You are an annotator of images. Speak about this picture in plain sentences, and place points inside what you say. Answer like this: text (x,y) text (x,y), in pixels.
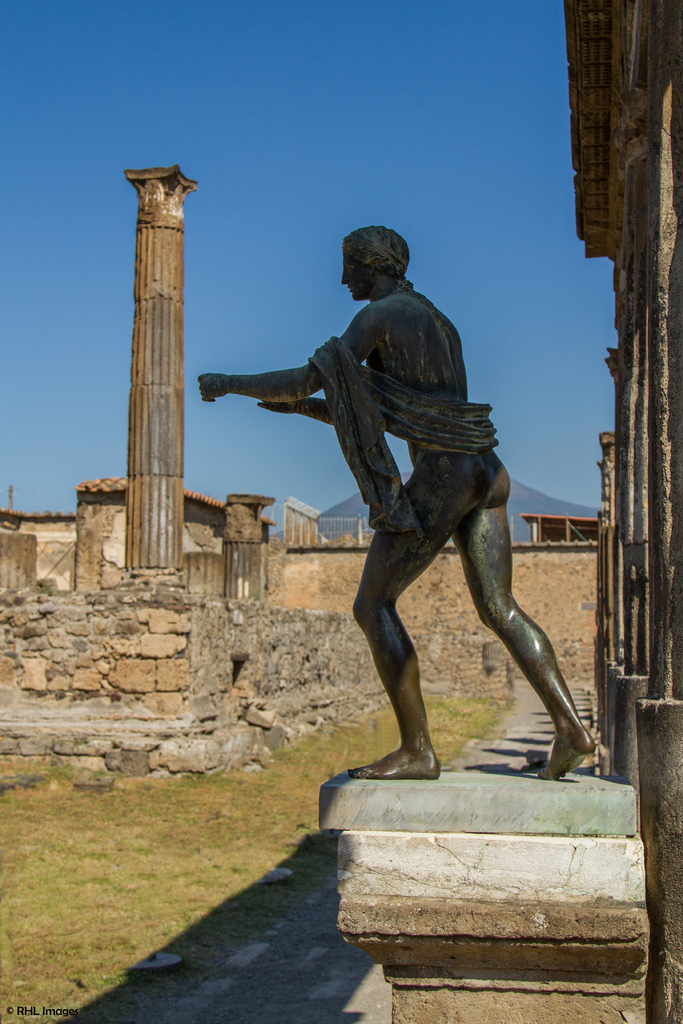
In the image there is a statue of a man (368,359) on a wall (498,798) and behind there are stone pillars (243,595) and homes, and above its sky (110,155).
